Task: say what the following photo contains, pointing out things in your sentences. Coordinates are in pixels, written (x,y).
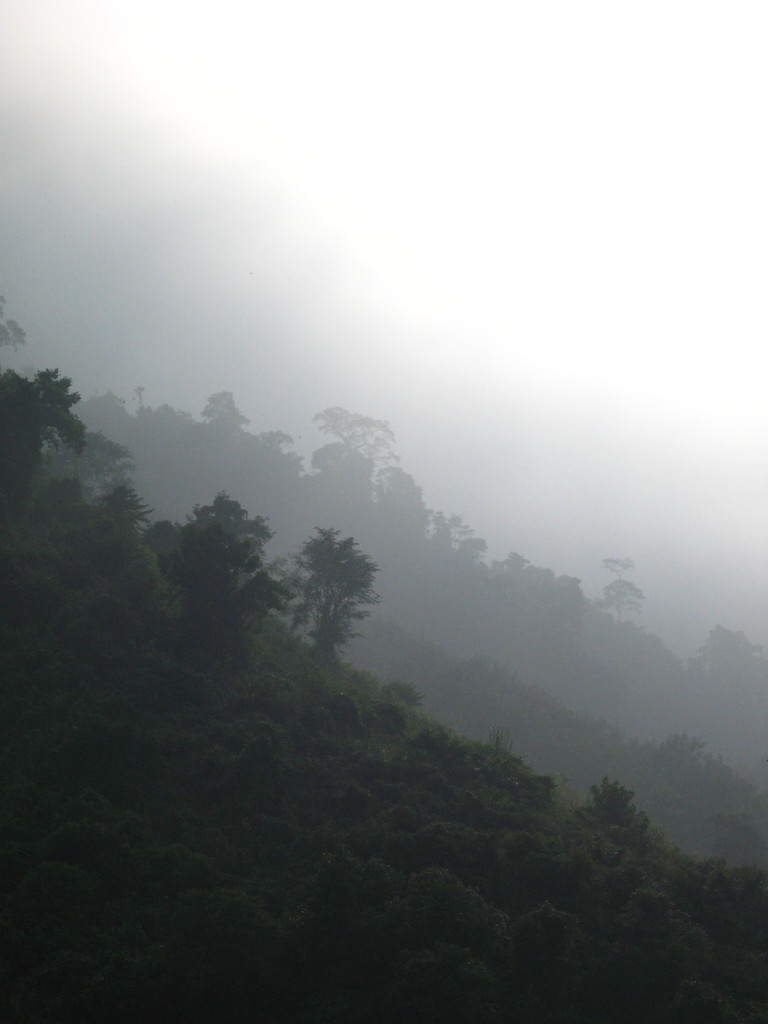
In this image we can see some trees (266,662), bushes (498,770), plants (428,826) and grass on the ground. At the top (415,45) there is the sky (678,485). It looks like smoke (413,440) in the background (288,503).
